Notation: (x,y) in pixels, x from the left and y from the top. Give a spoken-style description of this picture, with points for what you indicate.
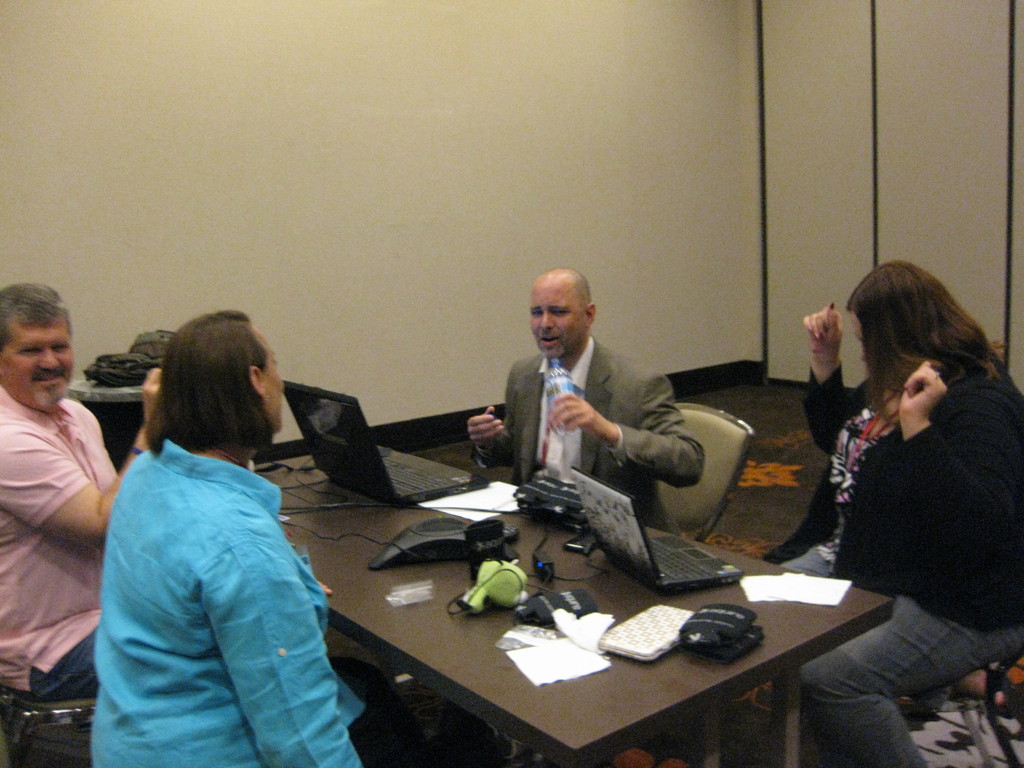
Here we can see a group of people (85,459) sitting on chairs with table (429,610) in front of them having laptops (658,549) and some other things (543,595) placed on it and the person (614,438) in the middle (616,436) is holding a water bottle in his hand (585,429).
